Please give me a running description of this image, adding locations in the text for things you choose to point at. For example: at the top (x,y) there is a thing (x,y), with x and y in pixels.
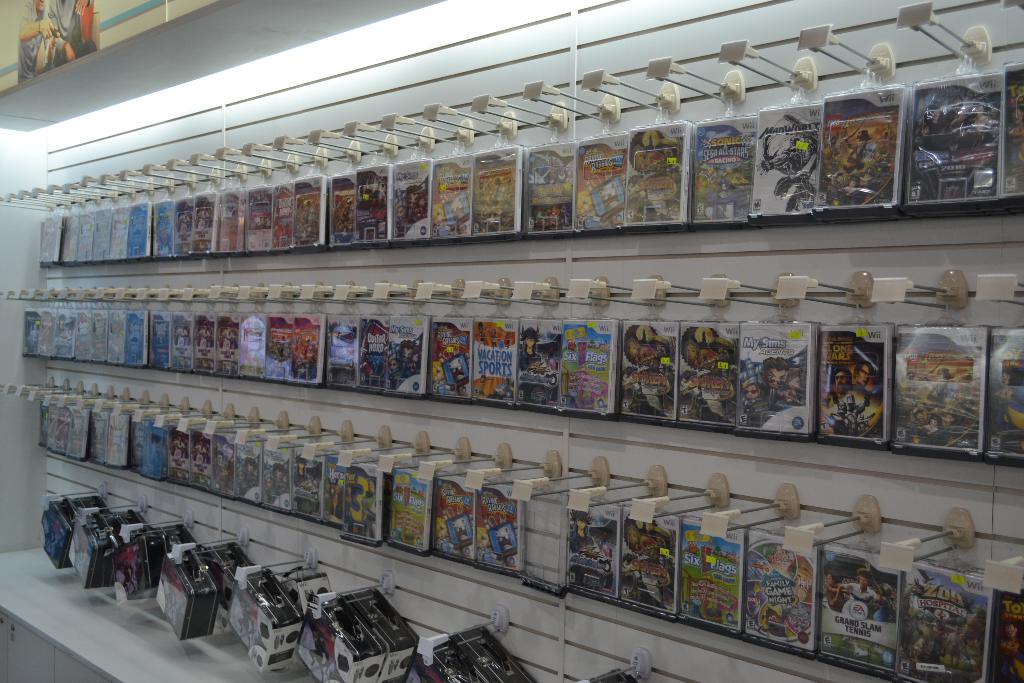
This picture might be taken inside a room (44,468). In this image, on the right side (983,335), we can see boxes (771,398). At the top (273,66), we can see a light (215,89), at the bottom (84,632), we can see a table (85,624).
